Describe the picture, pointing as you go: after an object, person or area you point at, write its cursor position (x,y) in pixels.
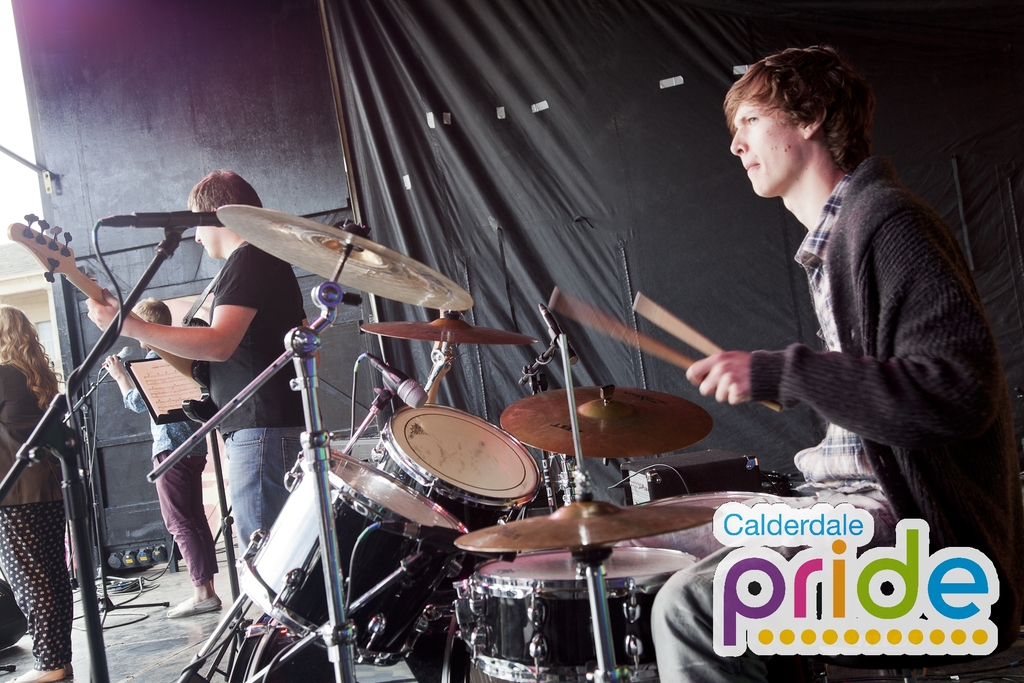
This Picture describe that four people (29,494) are performing the musical band, On the right (843,247) a boy (824,194) wearing black sweater (874,404) is sitting on the chair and playing Band (604,416), Beside him a boy (277,285) standing and playing the guitar (200,380), on the extreme left corner (149,322) a person (118,369) singing and a girl (9,519) stand on the stage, Behind we can see a black color curtain (454,54).
